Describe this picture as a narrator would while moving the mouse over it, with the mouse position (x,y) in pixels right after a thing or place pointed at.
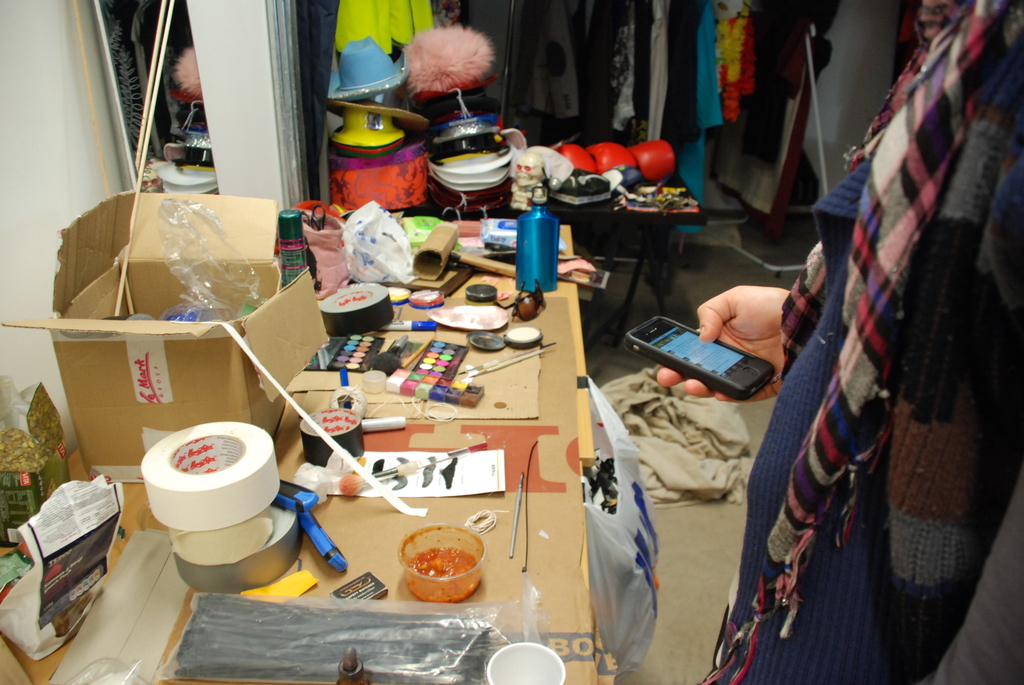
In the image we can see there is a person (772,435) standing and he is holding mobile phone (665,356) in his hand (771,349). There are clothes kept in the hanger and there are other items (430,279) kept on the table (461,299). There are tapes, colour palette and water bottle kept on the table (484,303).
